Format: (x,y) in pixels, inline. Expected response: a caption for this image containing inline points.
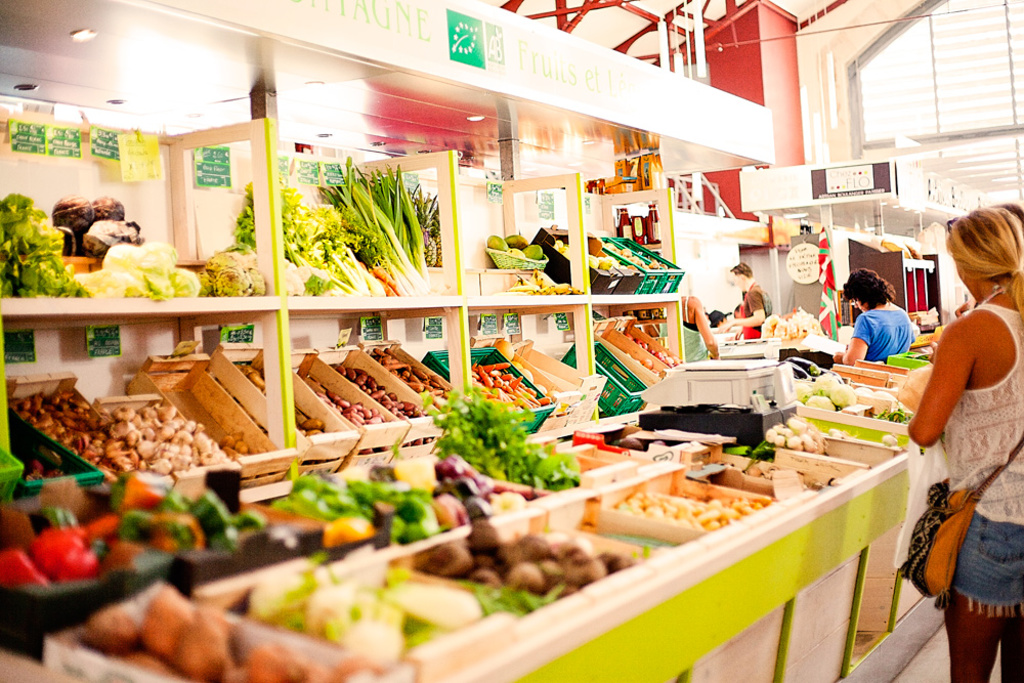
Vegetable store (386,378). In this store (384,373) we can see baskets (253,466), racks (571,208), vegetables (414,206), signboard (498,71), price tags (35,145), lights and people (980,312). In-between of these vegetables (602,561) there is a weighing machine (718,398).
